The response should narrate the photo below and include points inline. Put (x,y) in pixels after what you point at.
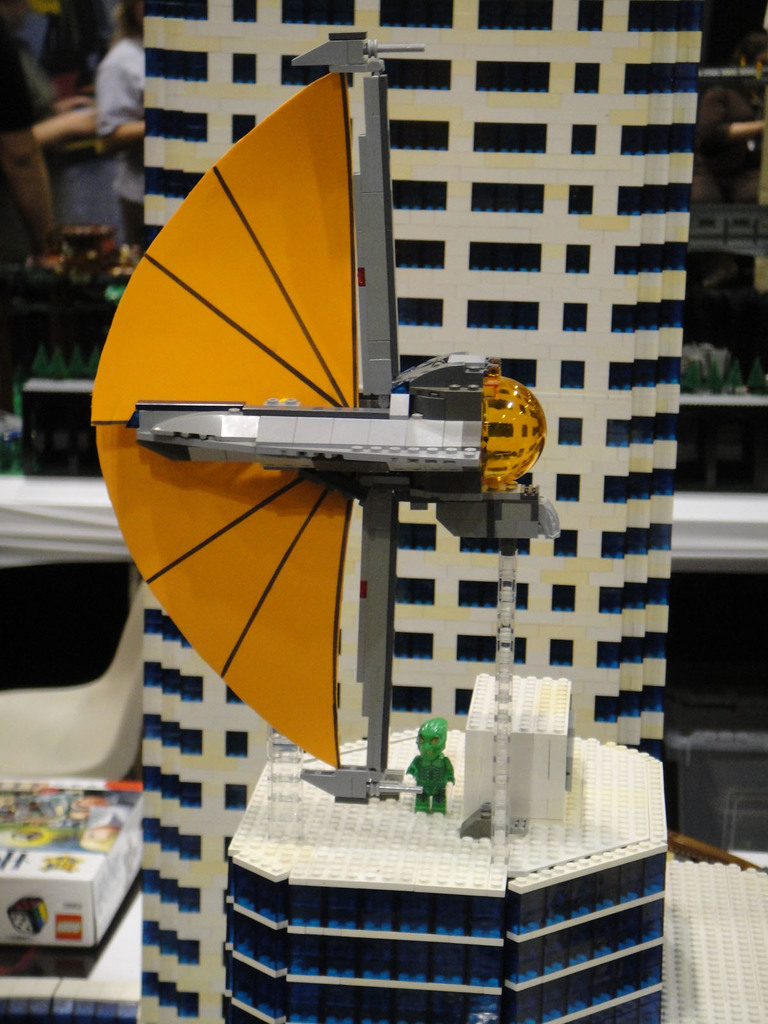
In this image there is a scale model (197,652), in the background (694,310) it is blurred.
